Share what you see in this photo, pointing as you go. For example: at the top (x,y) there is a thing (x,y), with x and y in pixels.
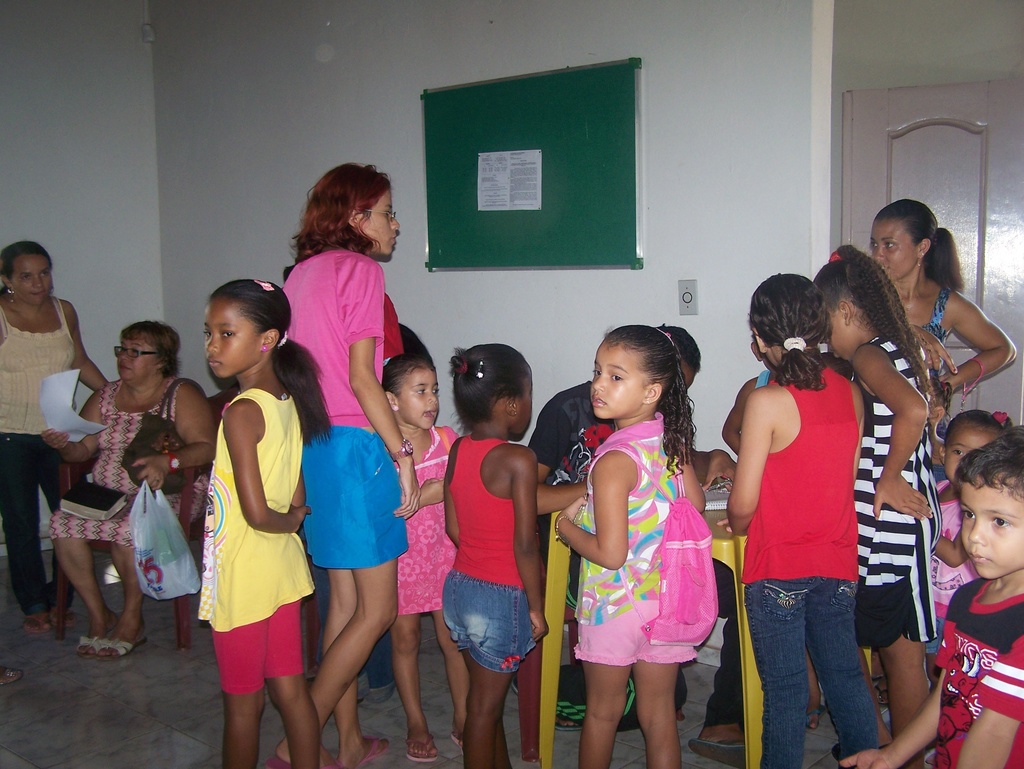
In this picture there are group of people (593,514) standing and there are two persons (573,495) sitting. At the back (574,146) there is a board (567,127) on the wall (416,16) and there is a paper (532,161) on the board (518,216) and there is text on the paper (502,206). On the right side of the image (1007,241) there is a door (1007,241). At the bottom (157,620) there is a floor (110,590).
